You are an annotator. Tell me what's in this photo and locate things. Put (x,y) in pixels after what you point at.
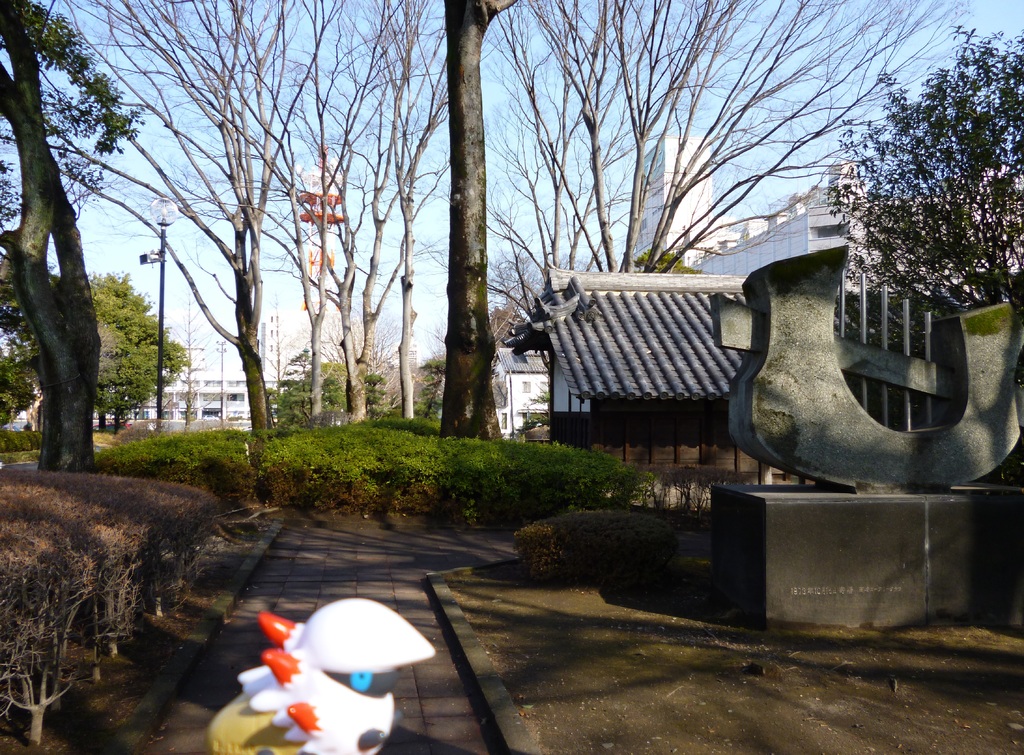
In the center of the image (566,294) we can see buildings (276,339), electric light pole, tower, trees (357,403), roof (586,325) and some plants (400,432). On the right side of the image (782,313) we can see a statue (804,331). At the bottom of the image (507,675) we can see the ground (526,632) and a toy (312,699). At the top of the image (311,121) we can see the sky (325,96).
